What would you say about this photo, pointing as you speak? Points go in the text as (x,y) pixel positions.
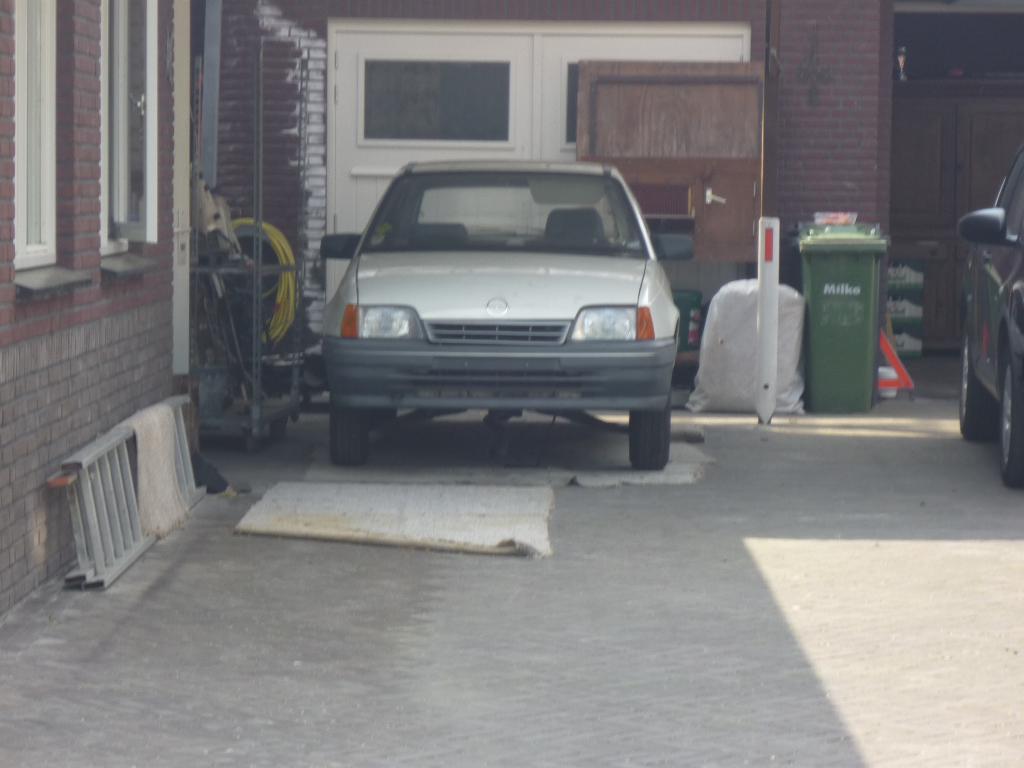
In this picture I can see vehicles (522,206), there is a dustbin (816,362) and a bag (779,380), there is a ladder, there are pipes (276,318) and some other objects (218,307), and in the background (1023,20) there is a house (329,203).
